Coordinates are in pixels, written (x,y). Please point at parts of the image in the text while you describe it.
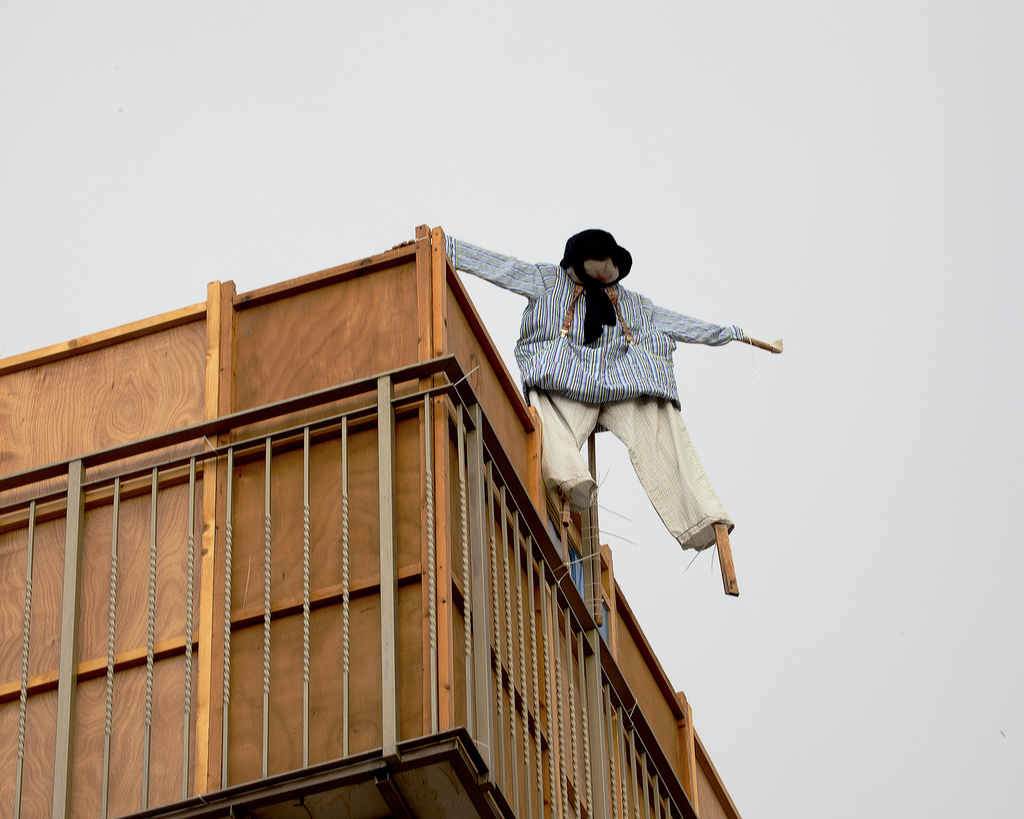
There is a scarecrow (635,399) attached to a wooden object (498,430) beside it and there is a fence (592,690) below it.
